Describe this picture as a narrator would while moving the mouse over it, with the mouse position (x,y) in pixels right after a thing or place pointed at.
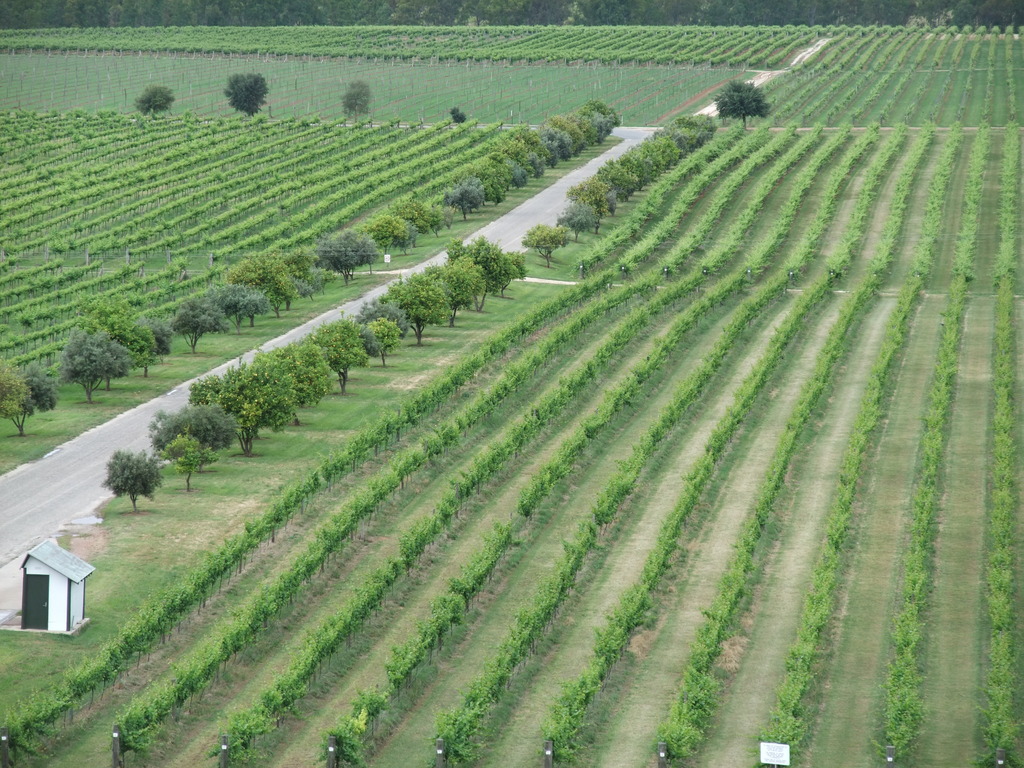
In this image we can see there are some trees (270,373), plants (449,509), poles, boards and a shed (32,627), also we can see the road (140,445).
